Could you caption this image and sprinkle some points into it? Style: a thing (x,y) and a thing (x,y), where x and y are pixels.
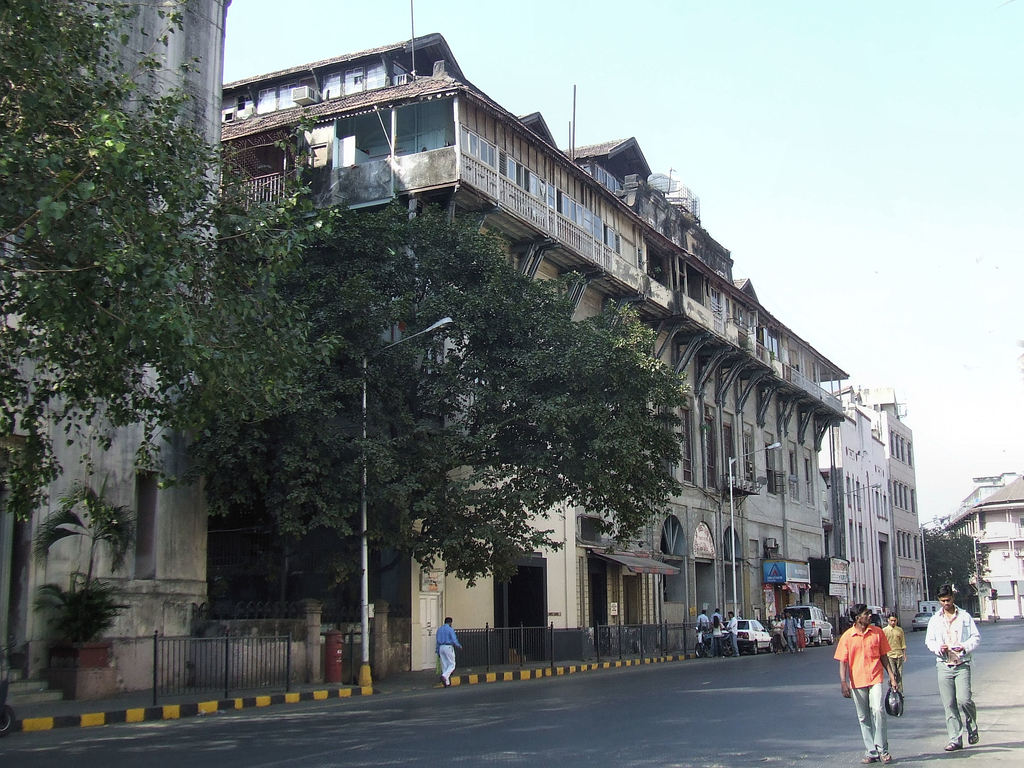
Sky (705,160) is in blue color. Here we can see buildings (764,444). In-front of these buildings (767,457) there are trees (392,380), light poles (777,446), fence (643,633), vehicles (829,625) and people (849,629). Far there is a hoarding (783,576). In-front of this building (144,641) there is a plant (97,608).
